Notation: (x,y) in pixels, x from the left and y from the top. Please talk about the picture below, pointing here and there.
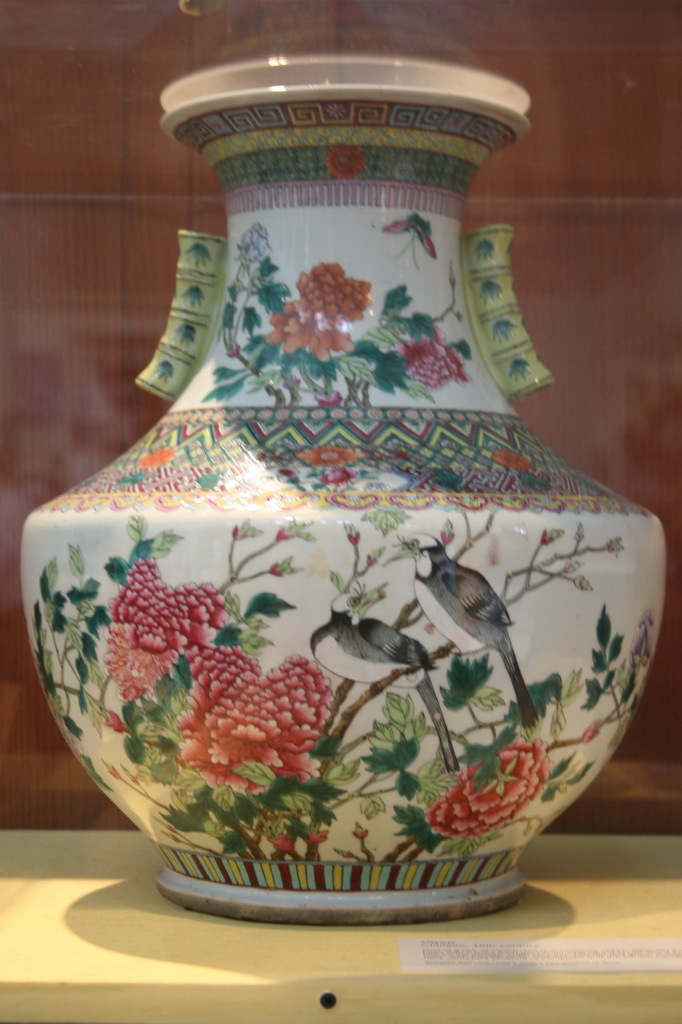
In this image in the center (260,417) there is one pot (209,661) and at the bottom (125,903) there is a table (530,924), in the background (592,229) there is a wooden wall (48,159).
